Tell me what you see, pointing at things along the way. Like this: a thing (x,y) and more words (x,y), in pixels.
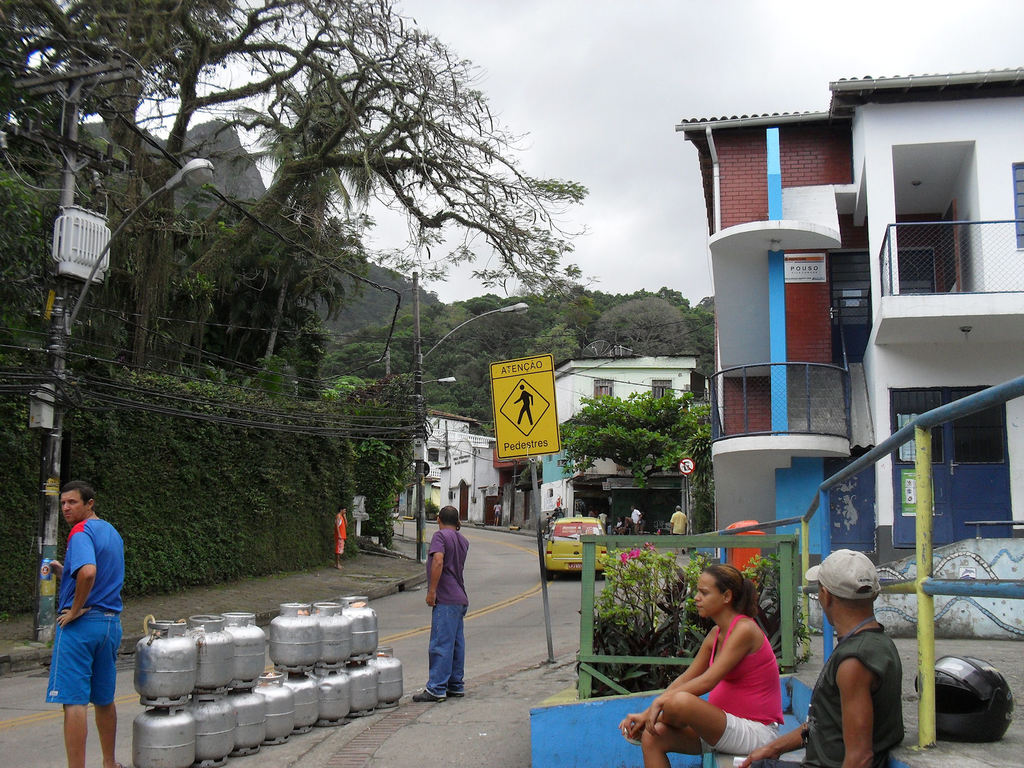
In this image we can see few objects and a car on the road (471,570), there are few people (451,681), two of them are standing on the road (480,652), a person (754,711) is sitting on the stairs (722,767) and there is a metal railing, few buildings (815,385), poles (689,512) with sign boards (690,471), fence (837,402) to the building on the right side (821,410) and there are current poles (57,392) with wires (298,432) and lights (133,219) and trees (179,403) on the left side (228,399) and there are few trees (561,325), mountains (241,186) and the sky (559,161) in the background (655,164).
